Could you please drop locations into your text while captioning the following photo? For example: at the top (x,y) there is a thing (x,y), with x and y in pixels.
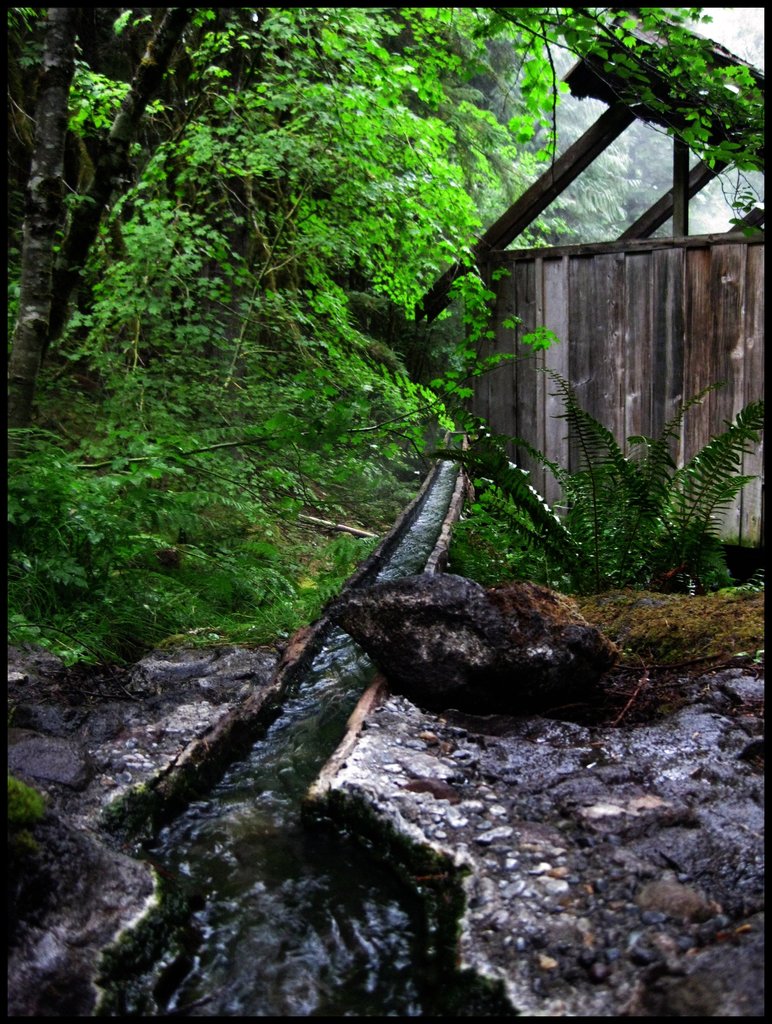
At the bottom of the image (72,811) on the ground (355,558) there are rocks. In between rocks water (252,846) is flowing. On the right corner of the image (762,263) there is a wooden wall (762,263) with wooden poles (672,244). And in the background (421,90) there are many trees (414,181).
